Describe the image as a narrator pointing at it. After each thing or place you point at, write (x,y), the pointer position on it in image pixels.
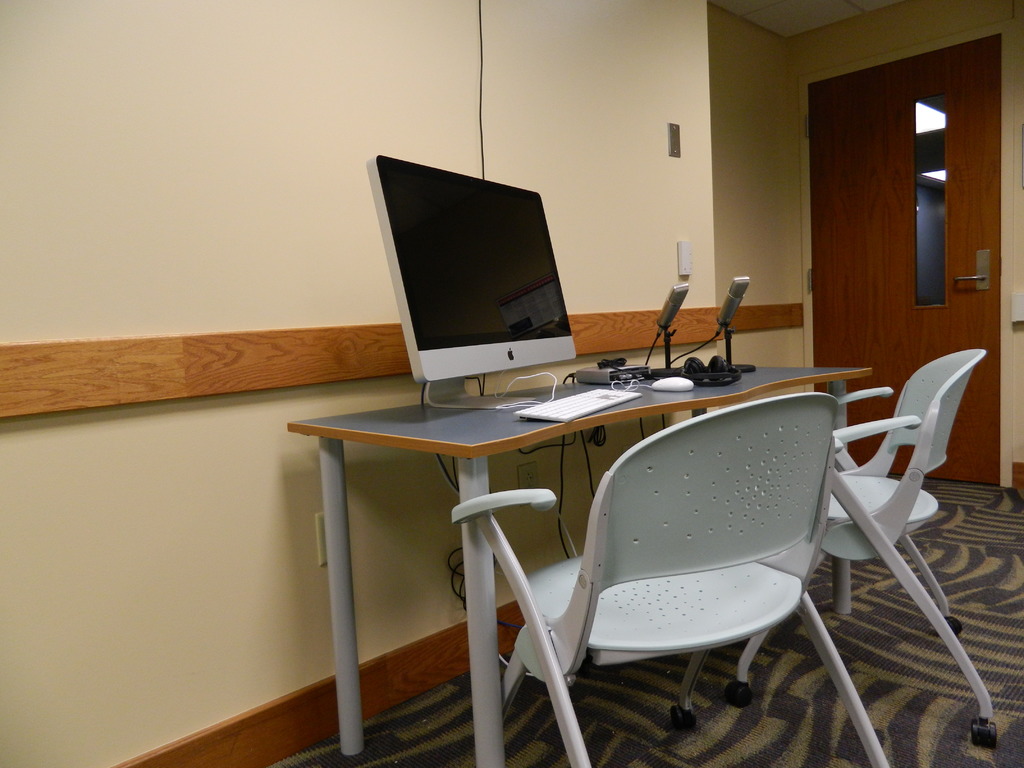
In this image we can see few objects (613,391) on a table (485,425) and there are two chairs (597,524) on the floor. Behind the table (464,454), we can see a wall (781,276) and on the right side of the image (858,284) we can see a door (944,323) with the glass (916,209).
